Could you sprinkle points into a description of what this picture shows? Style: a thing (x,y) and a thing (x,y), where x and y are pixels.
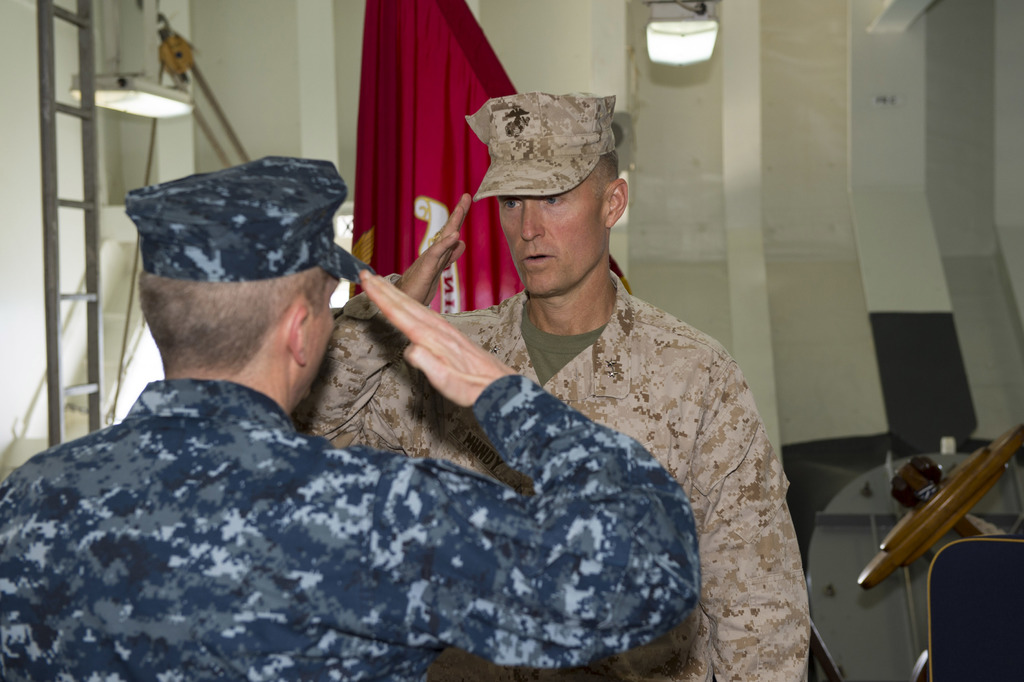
There are two persons (510,482) standing in the middle of this image (535,401) and saluting to each other. There is a wall (993,269) in the background (119,209). There is a cloth (430,151) is at the top of this image (442,142). There is a ladder (93,360) on the left side of this image (60,240) and there are some objects (953,575) on the right side of this image (975,498).
